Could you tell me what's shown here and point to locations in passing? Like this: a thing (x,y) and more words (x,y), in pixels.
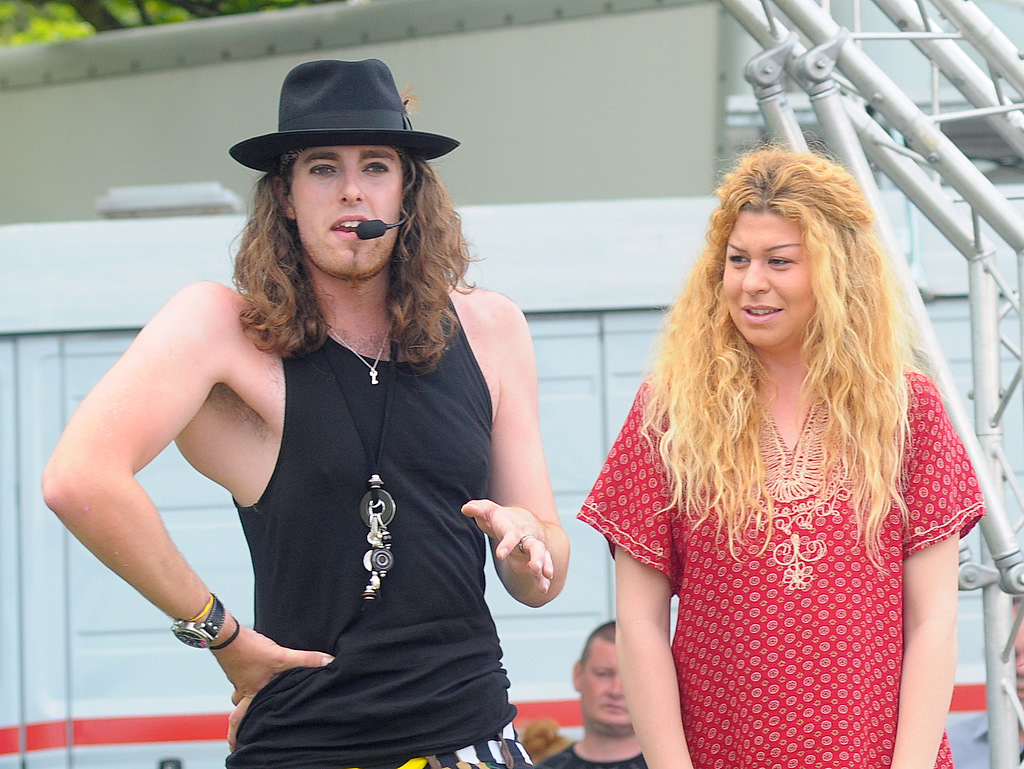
There is a woman (637,518) and man (473,290) standing in the foreground area of the image (627,596), there is another person (606,694), it seems like a building structure (679,68) and a tree (55,7) in the background (100,132).
